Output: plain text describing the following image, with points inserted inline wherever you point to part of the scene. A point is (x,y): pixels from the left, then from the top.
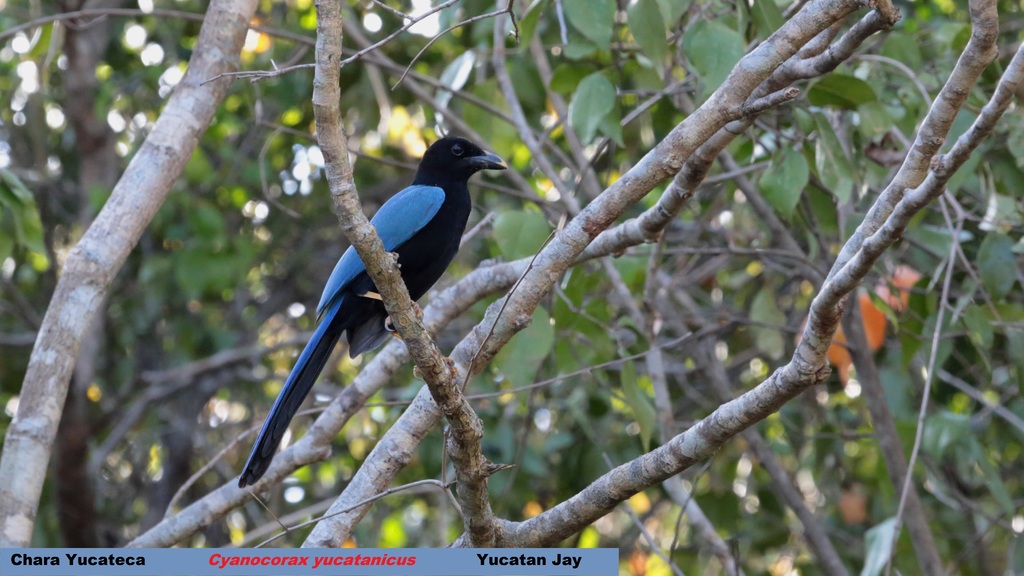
In this image we can see a bird (434,204) which is black and blue in color is standing on the stems (392,300). In the background of the image (167,252) we can see leaves (203,284) and stems (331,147) but it is in a blur.
